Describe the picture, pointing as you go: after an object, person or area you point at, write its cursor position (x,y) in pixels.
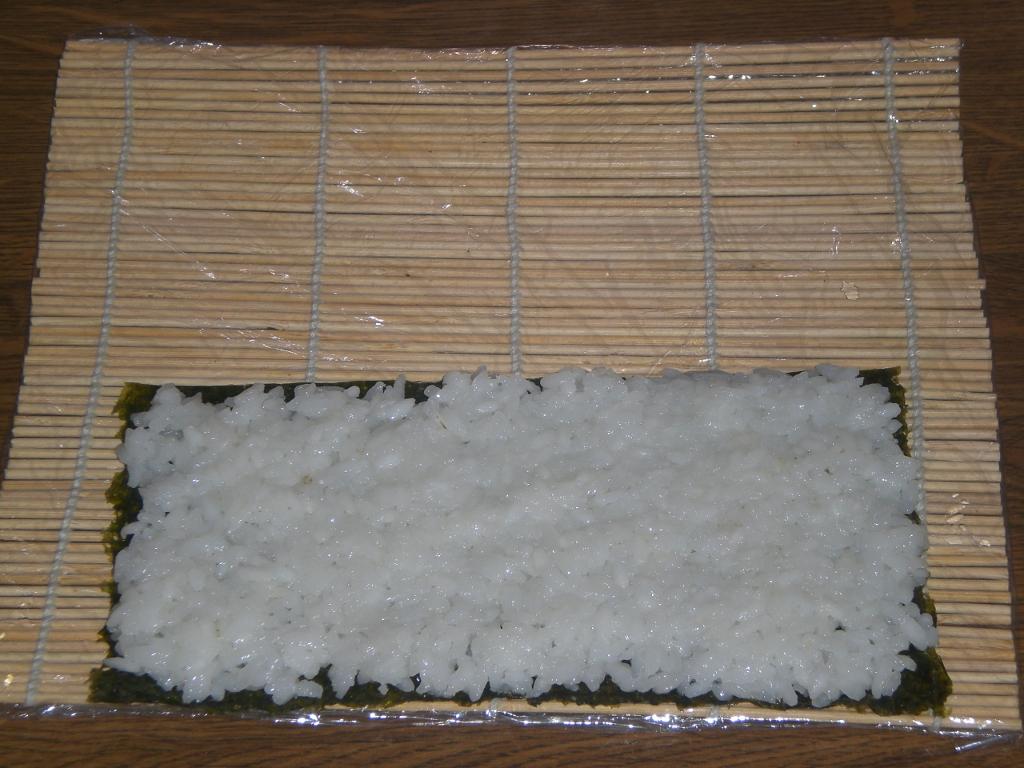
In this image, we can see cooked rice (589,494) on the seaweed (923,706) and there is a wooden sticks mat (587,227) are on the table (308,747).
